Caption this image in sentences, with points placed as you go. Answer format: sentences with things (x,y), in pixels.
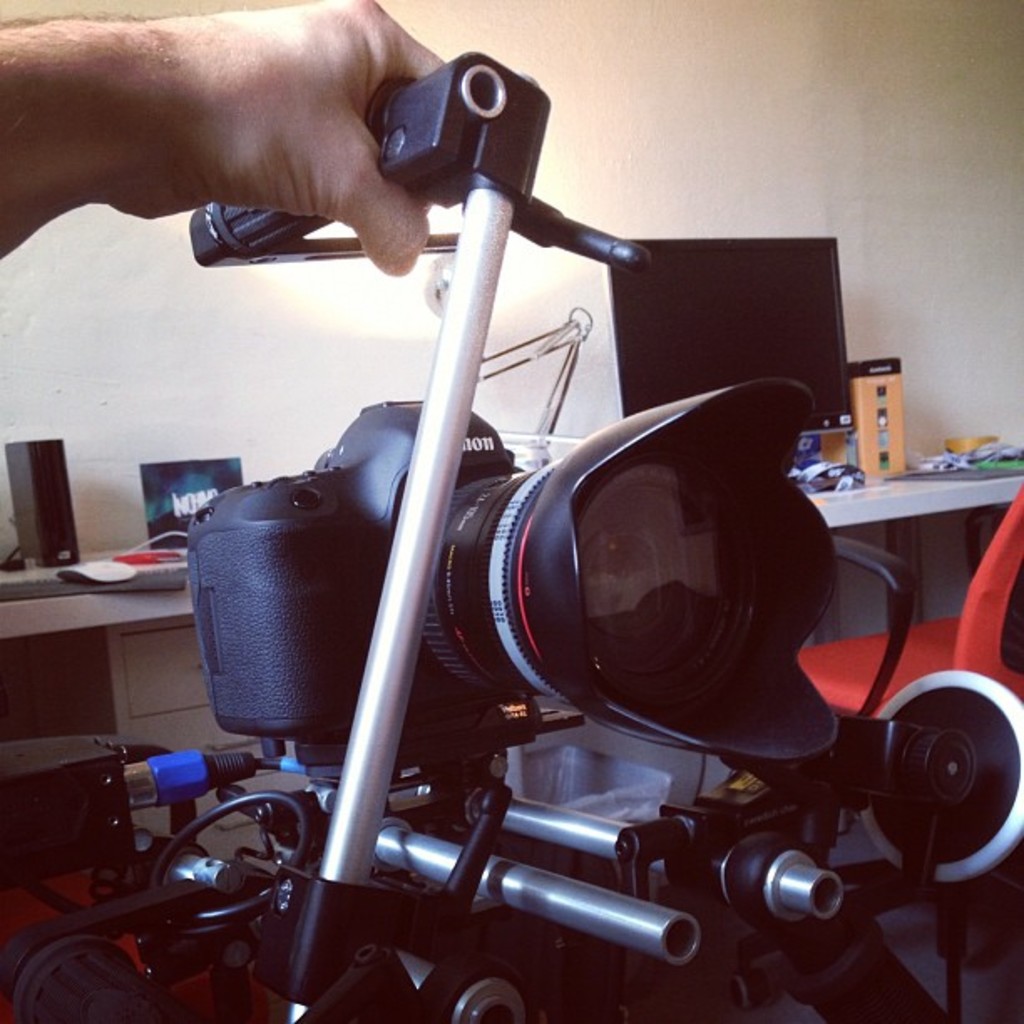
In this image I can see a person hand (371,75) which is holding machine (331,751) and I can see a camera (308,702) visible in the middle (359,513) and I can see a red color chair (1000,583) visible in front of the table (904,479) I can see some other objects (724,381) kept on the table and at the top (765,57) I can see the wall (687,103).
